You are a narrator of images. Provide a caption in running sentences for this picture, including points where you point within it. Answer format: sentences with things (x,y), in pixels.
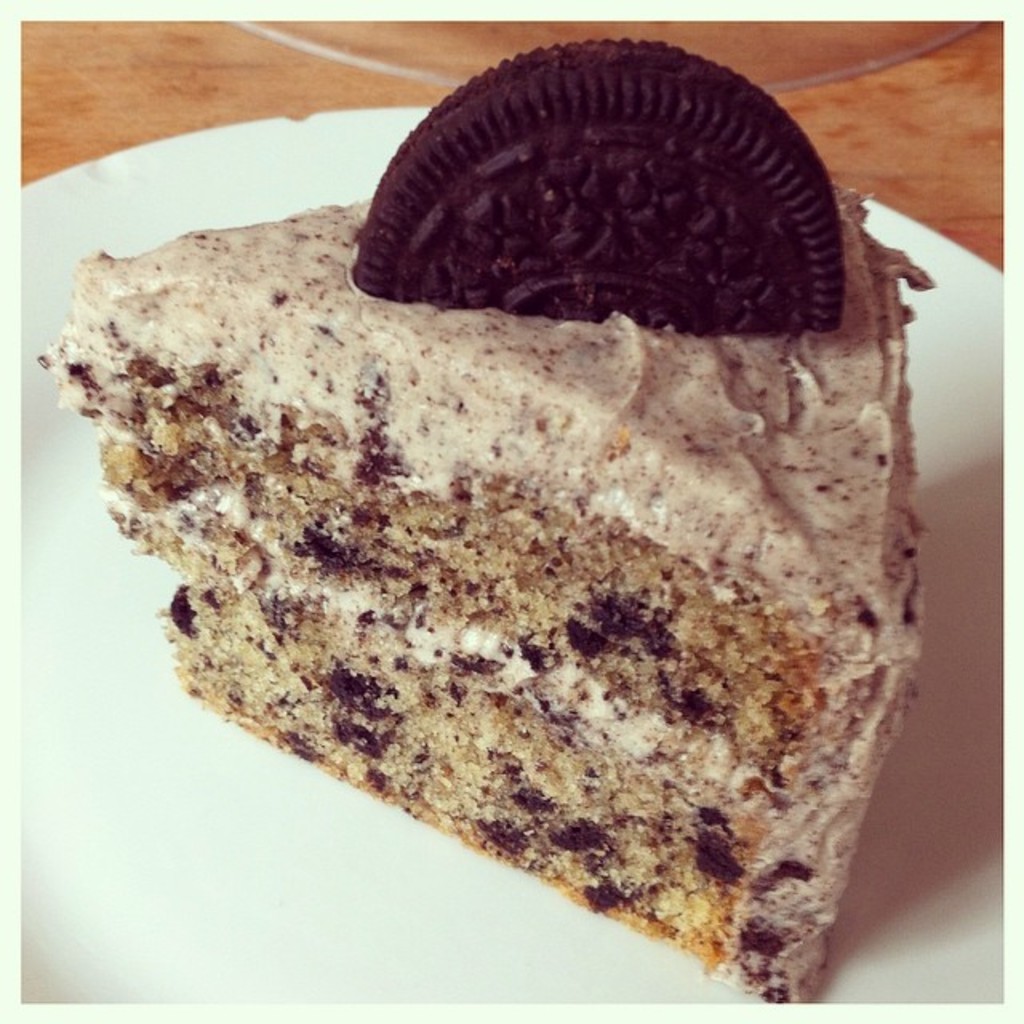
In this picture there is food (694,76) on the white plate (994,715). At the back (769,46) there is an object (809,57). At the bottom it looks like a table (148,74).
